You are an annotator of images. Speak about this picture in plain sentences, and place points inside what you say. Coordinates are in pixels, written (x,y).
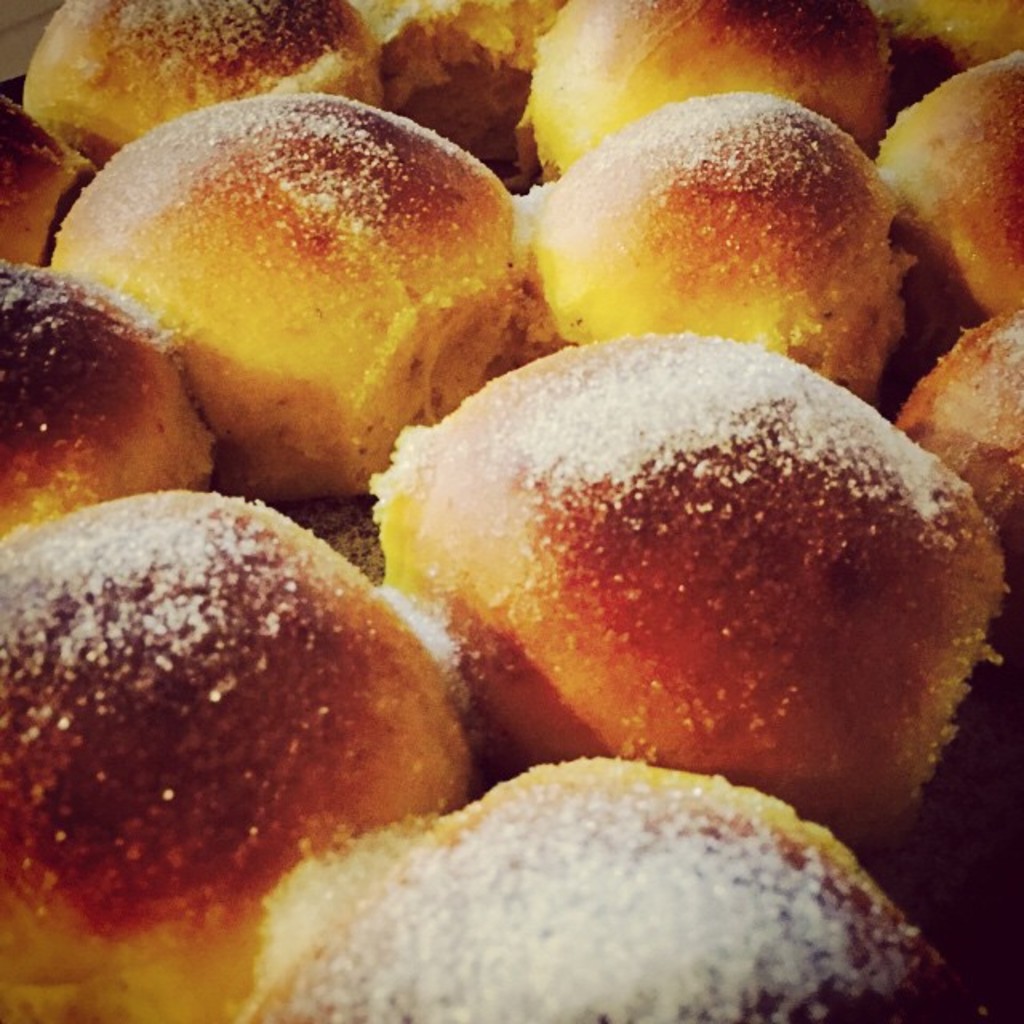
This image consists of food (224,396). It looks like sweets (346,640).
